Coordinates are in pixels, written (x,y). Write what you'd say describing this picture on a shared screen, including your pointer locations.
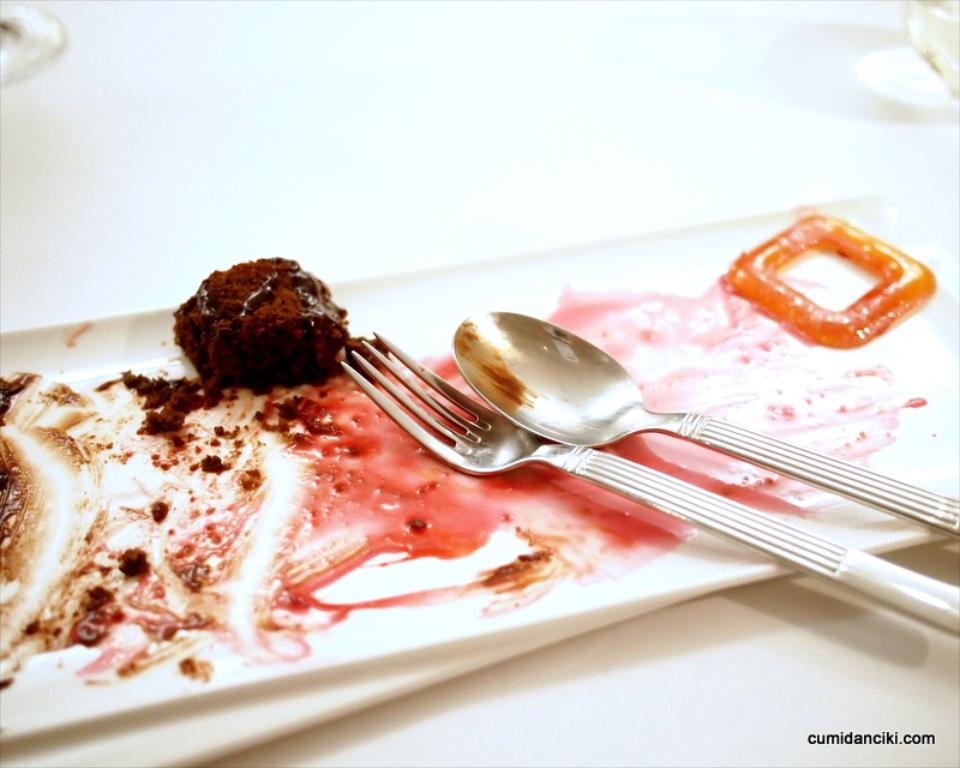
In this image I can see the plate (213,418) with food (240,299). I can see the spoon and the fork (499,451) on the plate (165,455). It is on the white color surface (500,749).
